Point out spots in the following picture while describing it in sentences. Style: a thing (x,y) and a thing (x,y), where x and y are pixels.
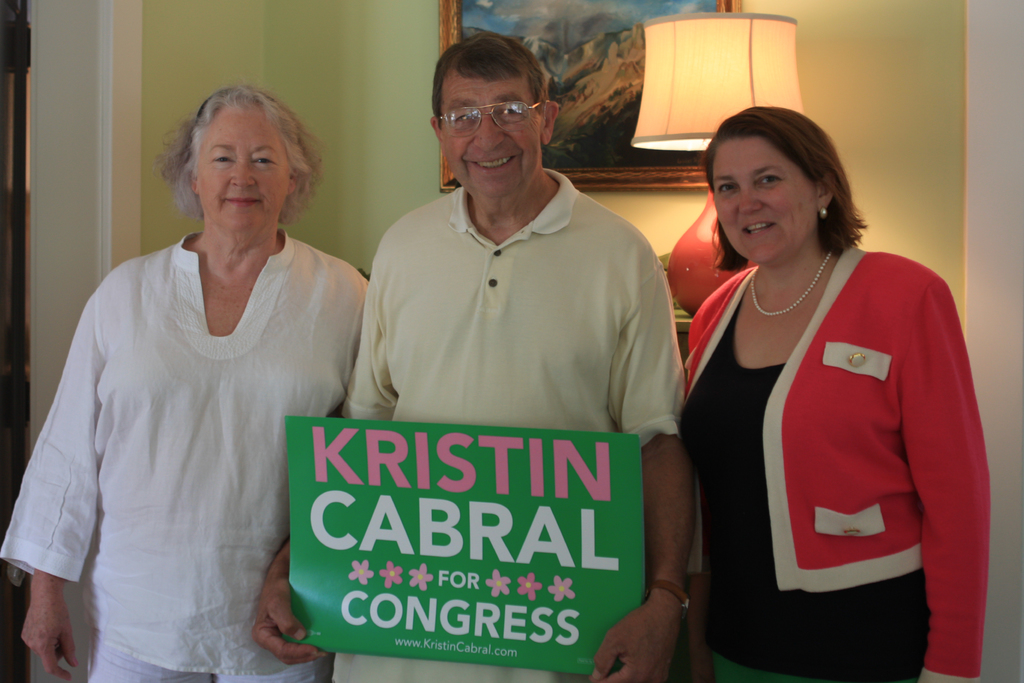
In this image I can see three people (510,313) with different color dresses (569,248). I can see one person (293,636) holding the board (466,521). In the background (608,130) I can see the lamp (735,100) and the frame (595,5) to the wall (280,90).
